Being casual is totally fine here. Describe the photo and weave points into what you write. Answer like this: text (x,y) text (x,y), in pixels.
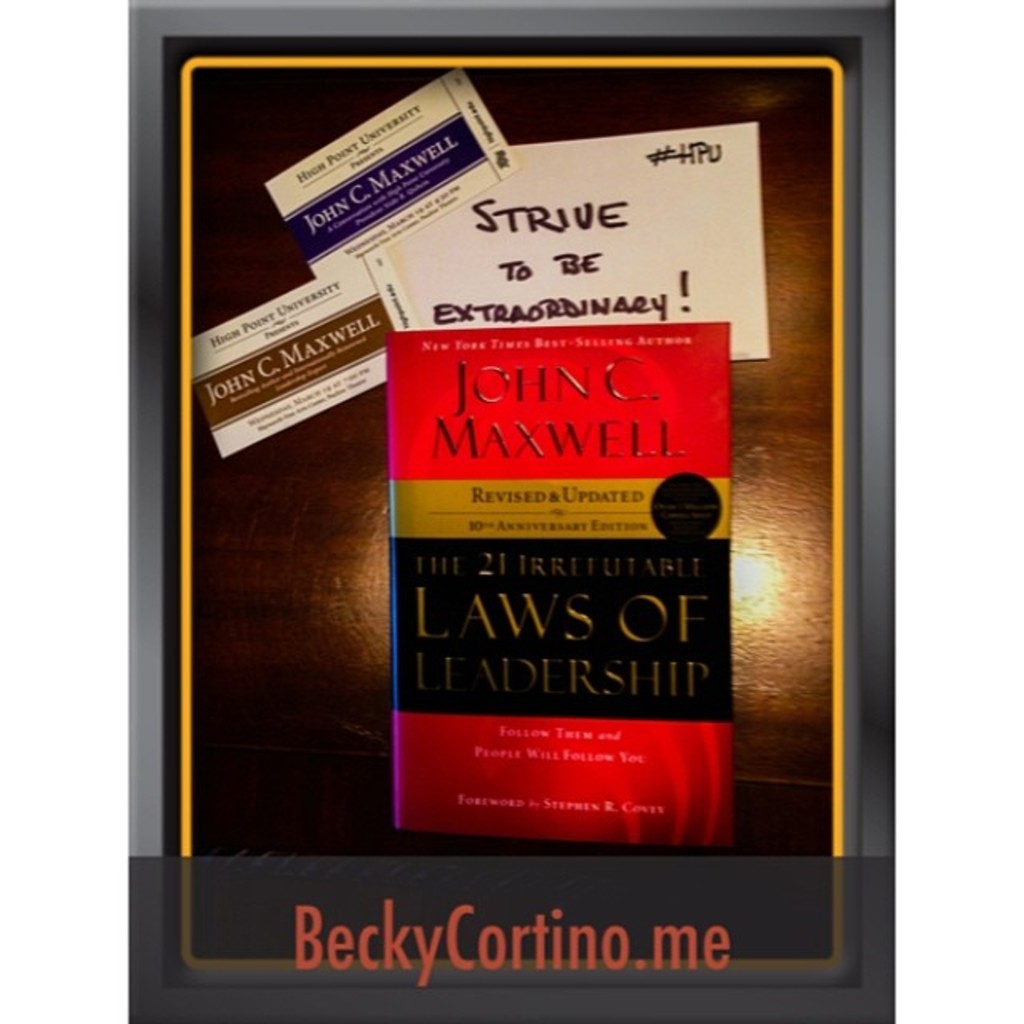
In this image there is a poster (709,501) having a book (587,584) and few cards pictures (440,229) are on it. Bottom of image (497,925) there is some text (603,957). Cards (418,313) and books (517,470) are having some text (483,431) on it.
